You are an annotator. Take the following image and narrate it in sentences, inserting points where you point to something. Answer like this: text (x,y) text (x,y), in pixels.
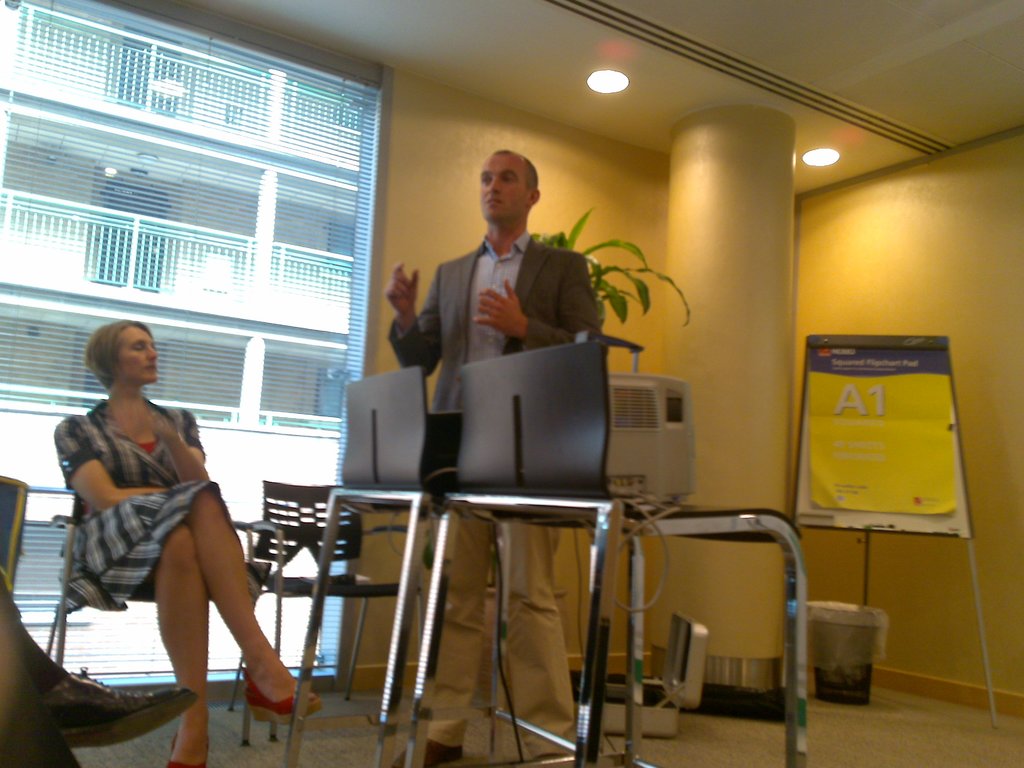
This is the picture of a room (786,237). In this image there are two persons (183,473) sitting and there is a person (556,566) standing and talking and there are chairs (402,598). At the back (748,321) there is a board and there is a projector (626,429) and there is a pillar (771,282). At the top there are lights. On the left side of the image (44,82) there is a window blind (172,33), behind the window (43,425) there is a building (134,40). At the bottom (214,713) there is a mat (1007,766) and there is a dustbin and there is a box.
